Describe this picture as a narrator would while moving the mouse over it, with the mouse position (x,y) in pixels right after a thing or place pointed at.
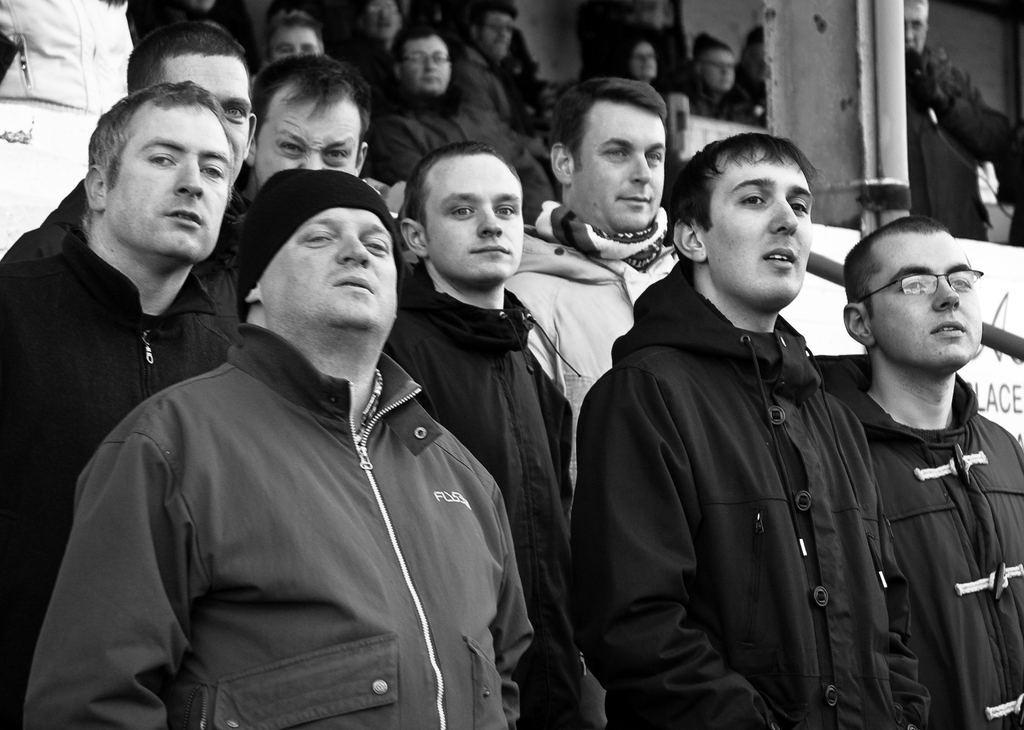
This is a black and white picture. In this picture we can see people (734,378). On the right side (978,286) it seems like a board (1005,378) and there is something written on it.
